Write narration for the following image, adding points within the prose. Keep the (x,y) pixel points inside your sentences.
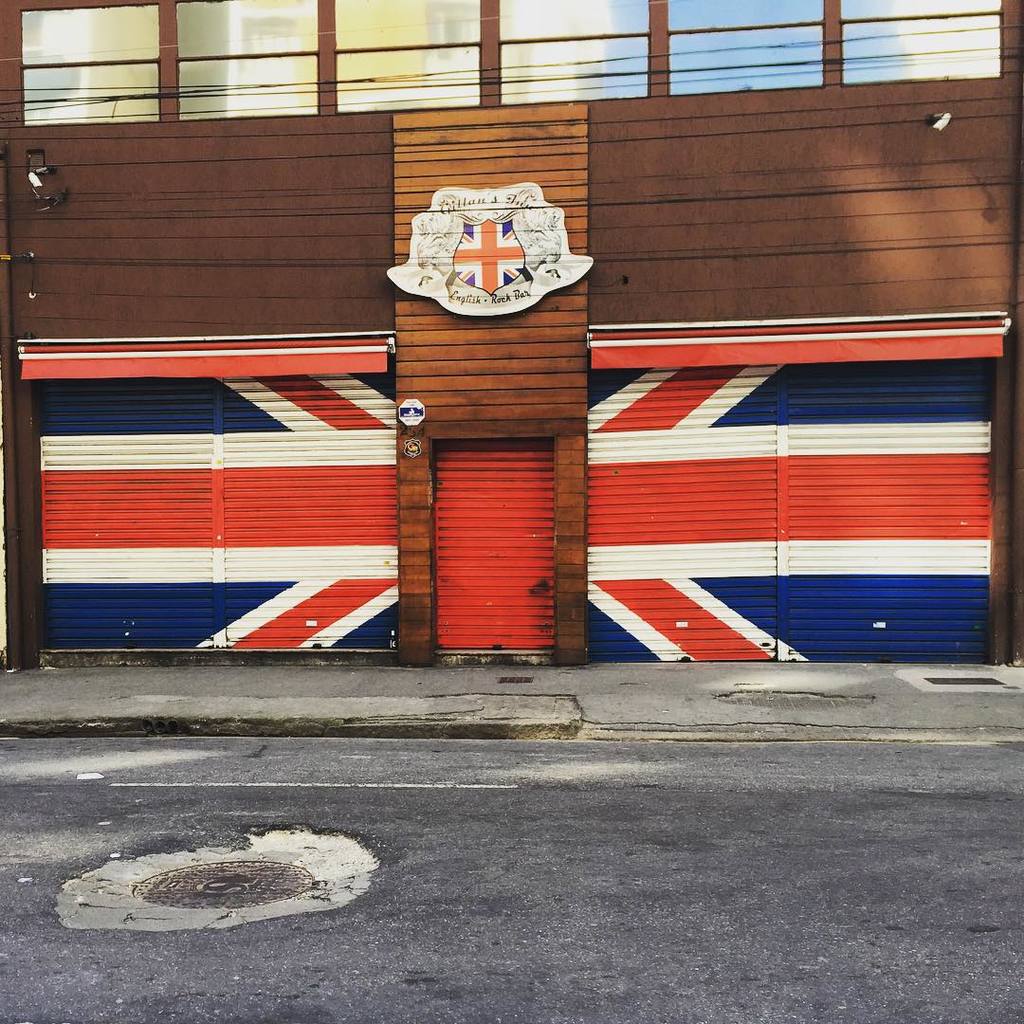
At the bottom (684,860) there is the road (623,921), in the middle (510,598) there is a gate (478,501), with the British country flag (651,535).
